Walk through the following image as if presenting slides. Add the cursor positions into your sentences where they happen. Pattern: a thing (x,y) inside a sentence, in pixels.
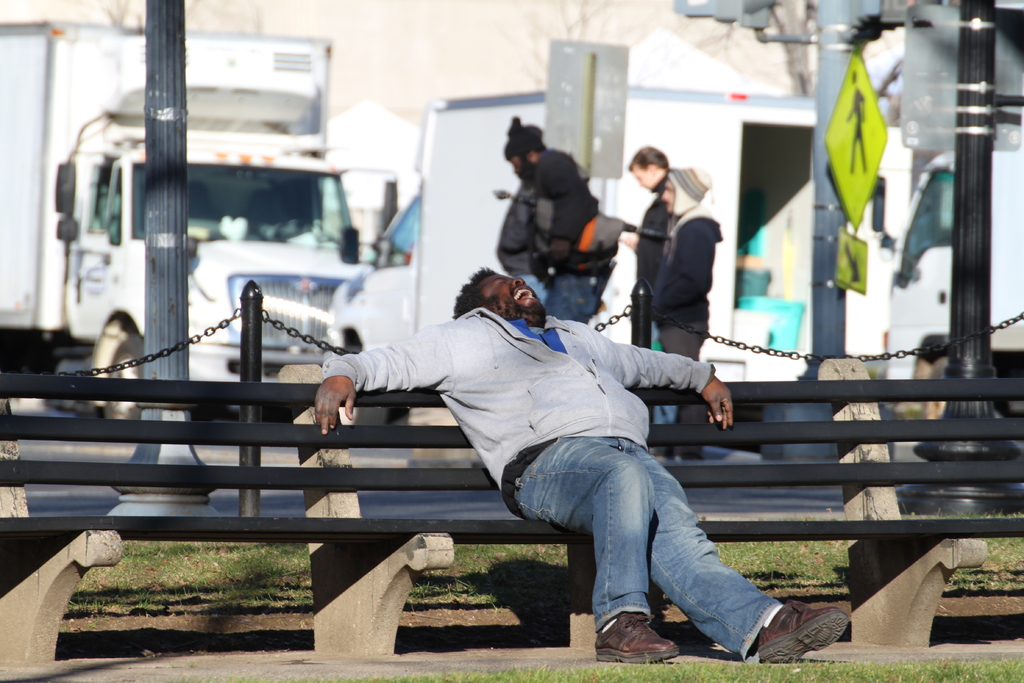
In this image there is a person (552,376) sitting on the bench (856,467) and laughing, behind him there are rods (645,318) connected with the chains (965,339) and there are poles (168,207) and three people (549,242) are walking on the road (429,417), behind them there are a few vehicles (86,192) parked. In the background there are trees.
